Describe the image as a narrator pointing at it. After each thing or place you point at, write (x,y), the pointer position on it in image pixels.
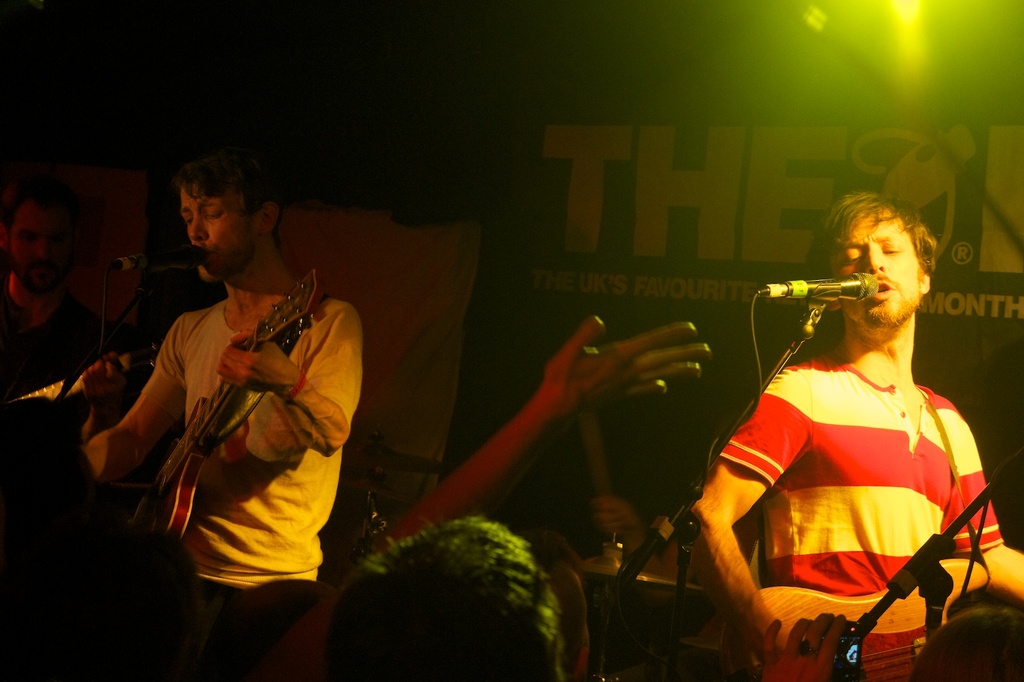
In this picture there is a man (732,592) who is standing on the right (897,395) is singing and playing the guitar (798,611) and the person (168,356) who is standing on the left (264,283) is also singing and playing the guitar (250,391) there's a man (43,260) beside him and in the background (560,165) there is a banner (609,270).
